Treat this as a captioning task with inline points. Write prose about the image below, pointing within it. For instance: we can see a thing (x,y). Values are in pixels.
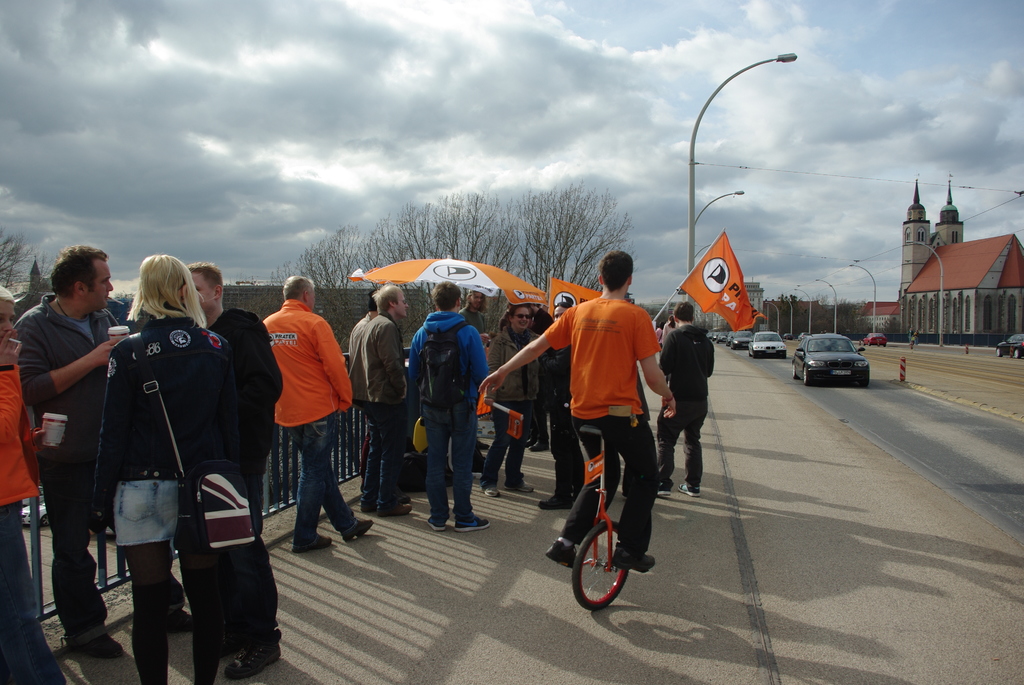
In the foreground of this image (427,436), there are persons (459,509) standing on the side path (485,565), a man (615,395) on the unicycle (612,571), few are holding flags (555,297), an umbrella (468,270) and the railing (286,490). On the right (863,424), there are vehicles (839,369) moving on the road (947,447), buildings (932,283), trees (561,240), poles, sky (490,84) and the cloud (526,84).
